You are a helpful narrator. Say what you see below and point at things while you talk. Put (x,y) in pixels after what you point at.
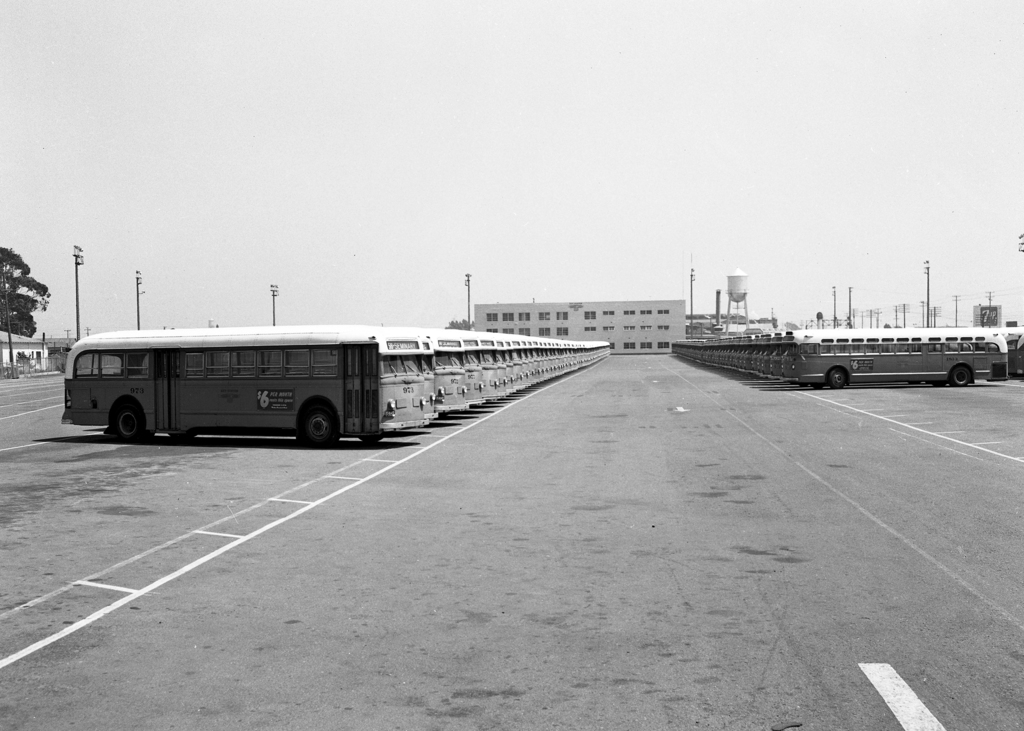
In this image I can see the black and white picture. I can see the road (648,499) and few vehicles (336,435) on the road (685,366). In the background (617,340) I can see few buildings (574,316), few lights poles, few trees (4,272), a tanker (745,284) and the sky (511,139).
